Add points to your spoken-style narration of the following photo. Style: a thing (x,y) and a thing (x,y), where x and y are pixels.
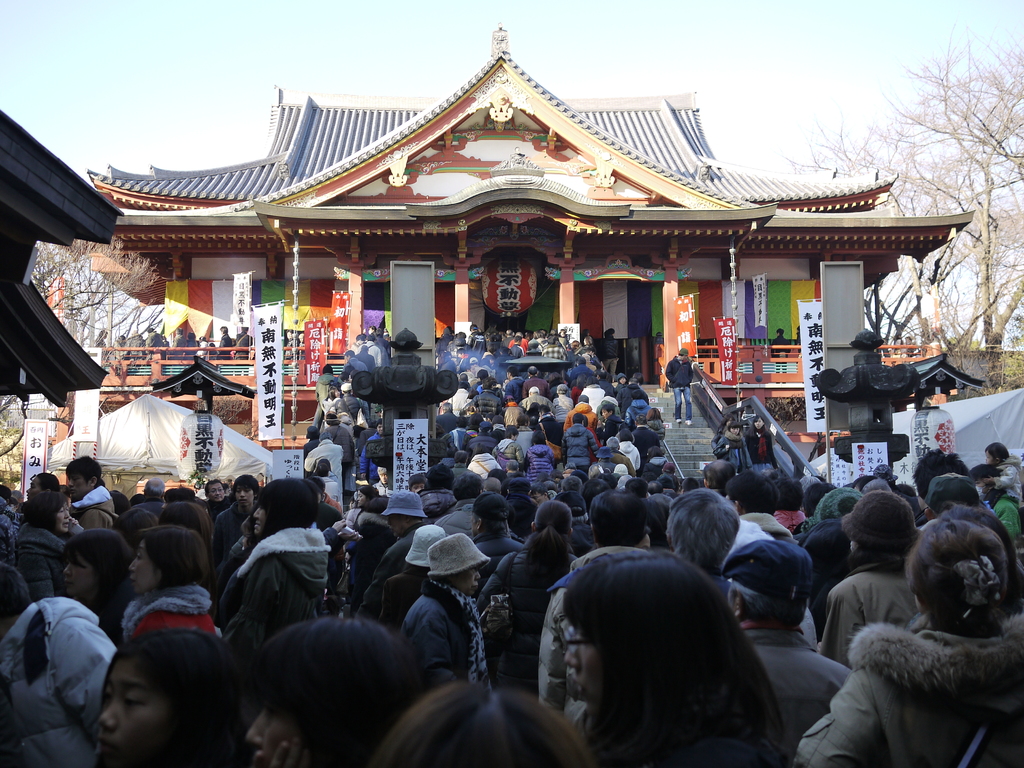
In the middle of the image (611,334) many people (7,735) are standing and walking. Behind them there are some banners (548,320) and buildings (377,101) and trees (1019,354). At the top of the image (199,117) there is sky (753,99).
